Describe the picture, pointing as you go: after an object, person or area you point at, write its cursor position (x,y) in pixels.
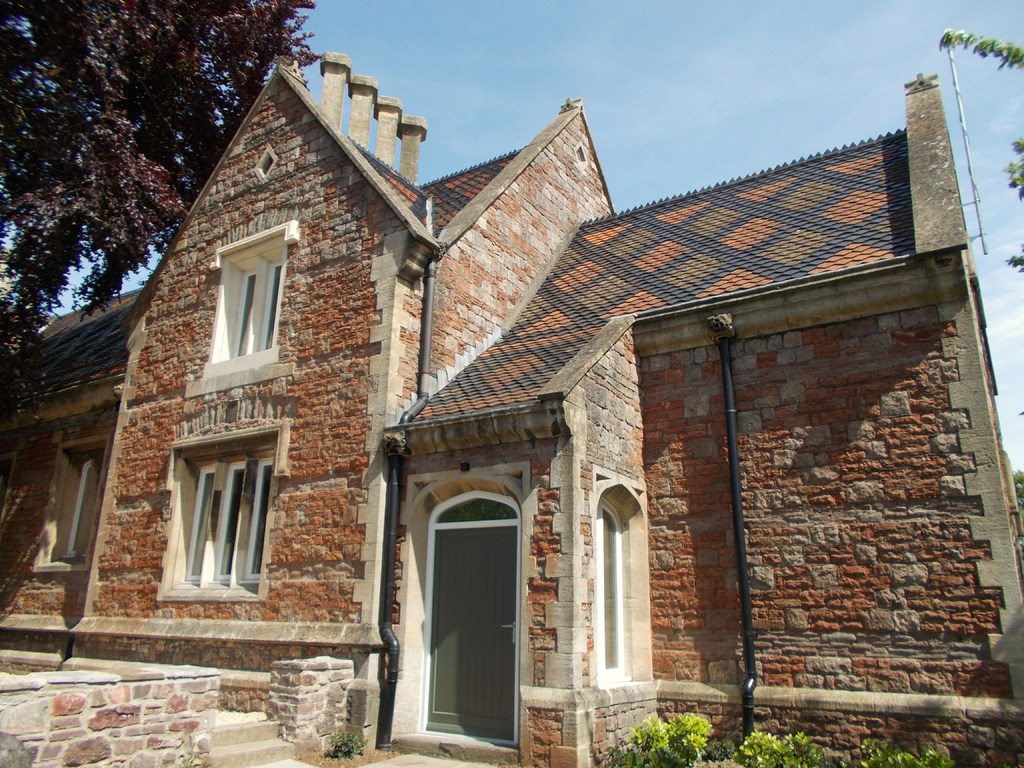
This image is taken outdoors. At the top of the image (585,71) there is the sky (993,134) with clouds (994,225). In the middle of the image (468,389) there is a house (246,401) with walls (102,510), windows (250,344), a roof (635,214), pillars (337,91) and a door (477,691). There are two pipelines (744,552) and there are two stairs (260,748). There are a few plants (785,739). On the left (109,155) and right sides of the image there are a few trees (129,176) with leaves (97,111), stems (95,99) and branches (90,108).
